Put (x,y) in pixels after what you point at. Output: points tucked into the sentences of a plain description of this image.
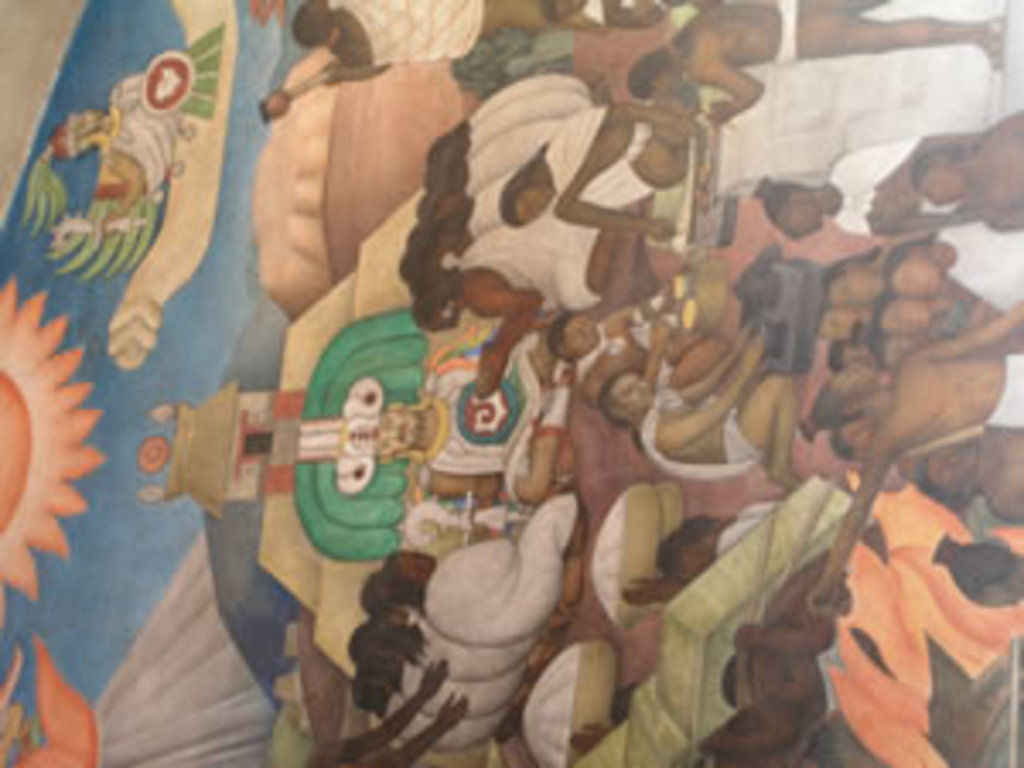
In this image we can see a painting (650,449) and in this we can see the depictions (515,199) of people (586,200).
